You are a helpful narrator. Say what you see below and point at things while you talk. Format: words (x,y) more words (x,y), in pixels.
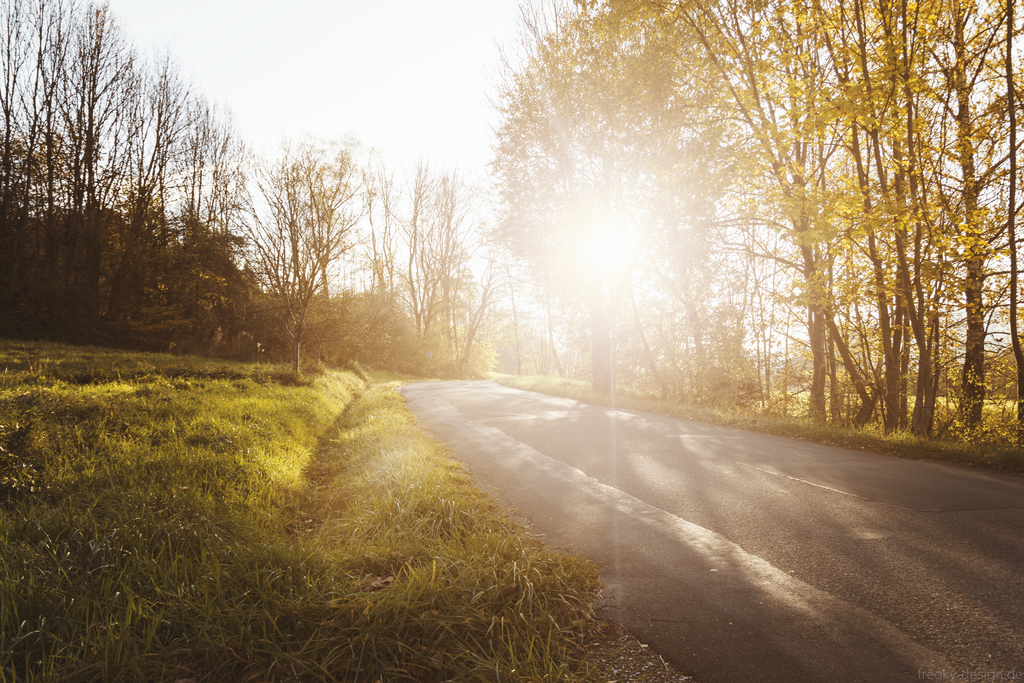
In this picture, we can see the road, ground (376,423) covered with grass (380,653), plants (993,428) and we can see some trees (931,416) and the sky (369,53).
